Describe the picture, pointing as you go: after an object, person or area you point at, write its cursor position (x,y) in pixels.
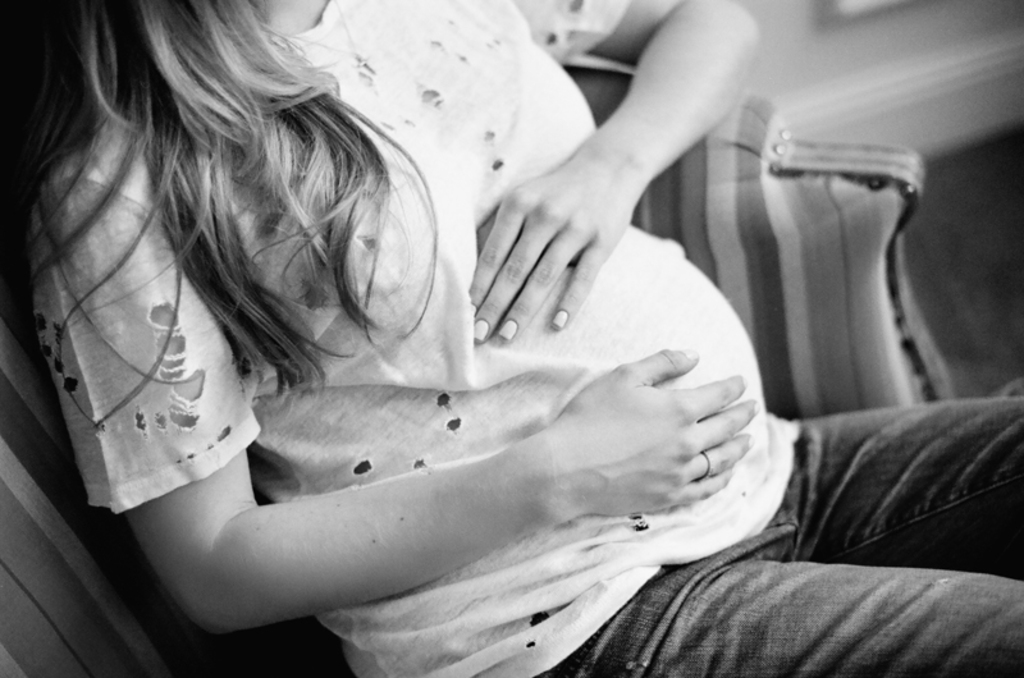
In this image we can see a person (524,222) sitting on the couch (797,214) and blur background (936,18).
